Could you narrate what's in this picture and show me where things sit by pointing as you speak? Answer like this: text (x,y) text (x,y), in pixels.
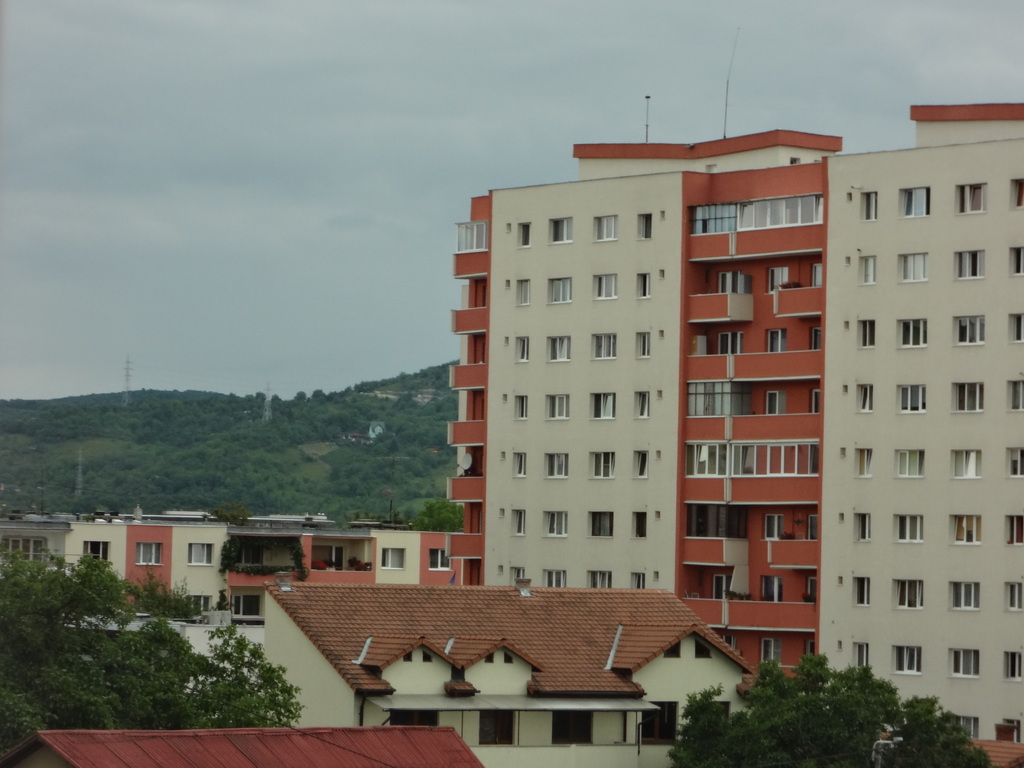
In this image I can see few buildings (635,429), trees (103,570), windows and towers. The sky (124,335) is in blue and white color.
